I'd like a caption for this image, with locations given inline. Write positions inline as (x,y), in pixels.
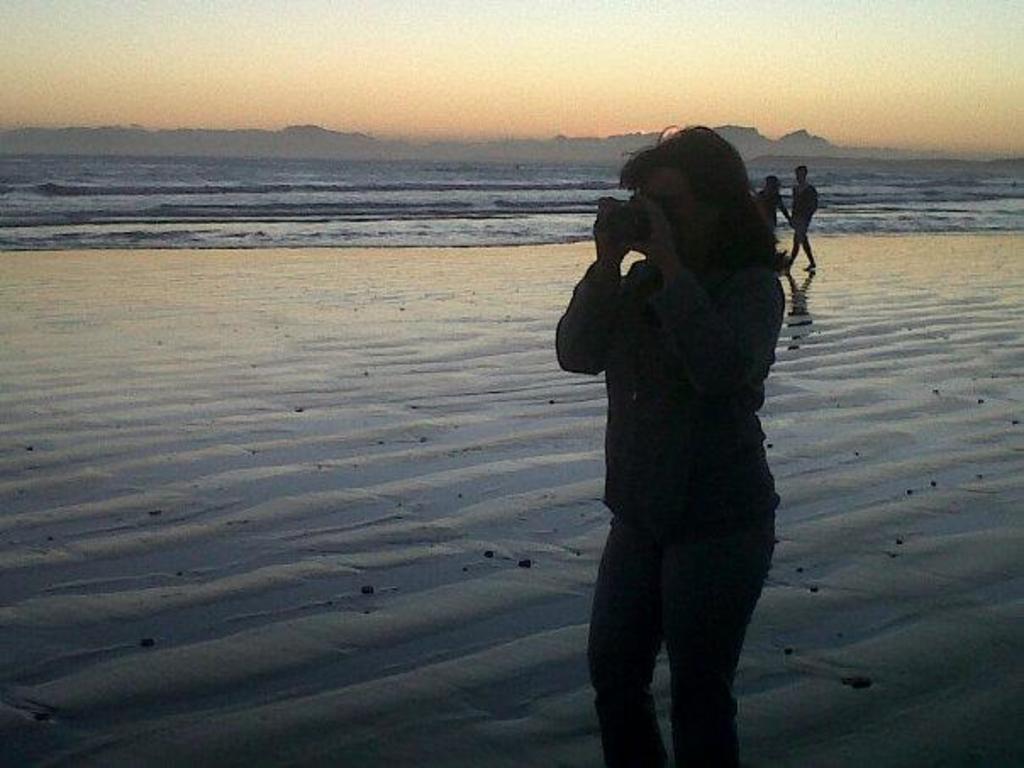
In the image we can see a person (662,338) standing, wearing clothes (744,408) and holding an object (622,240) in hand (610,234). Here we can see mud (327,578), water (298,227), mountain (321,145) and a sky (540,90). We can even see there are two other people (774,189) walking.
